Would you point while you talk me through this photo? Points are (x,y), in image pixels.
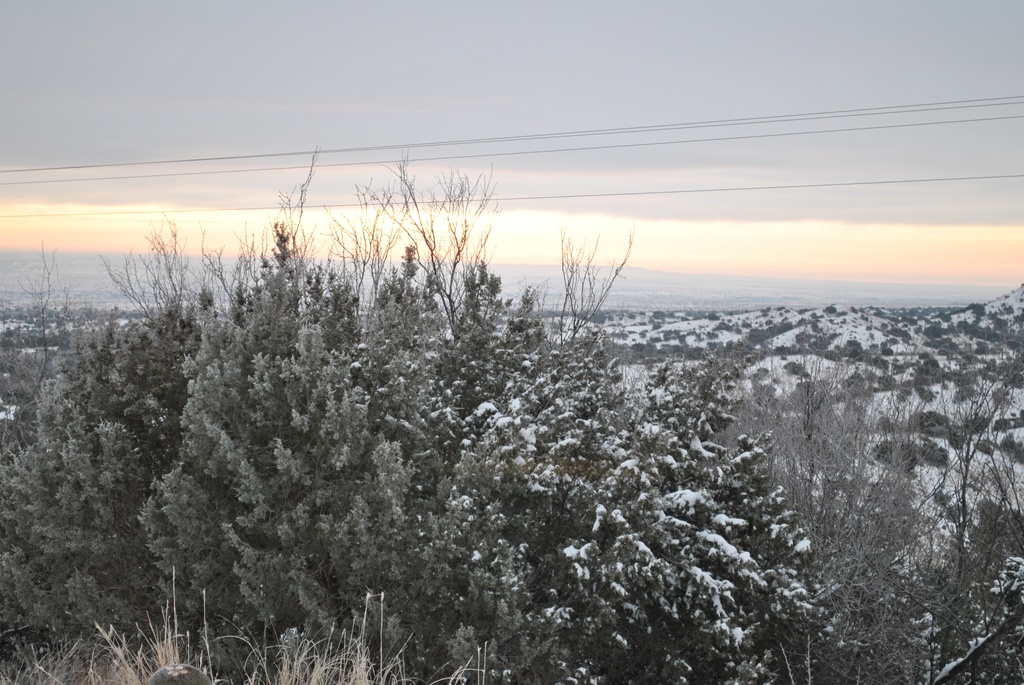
There are trees (322,486), which are covered with snow (700,442) in the foreground area of the image (553,336), it seems like mountains (526,279) and the sky (505,254) in the background (520,140).
